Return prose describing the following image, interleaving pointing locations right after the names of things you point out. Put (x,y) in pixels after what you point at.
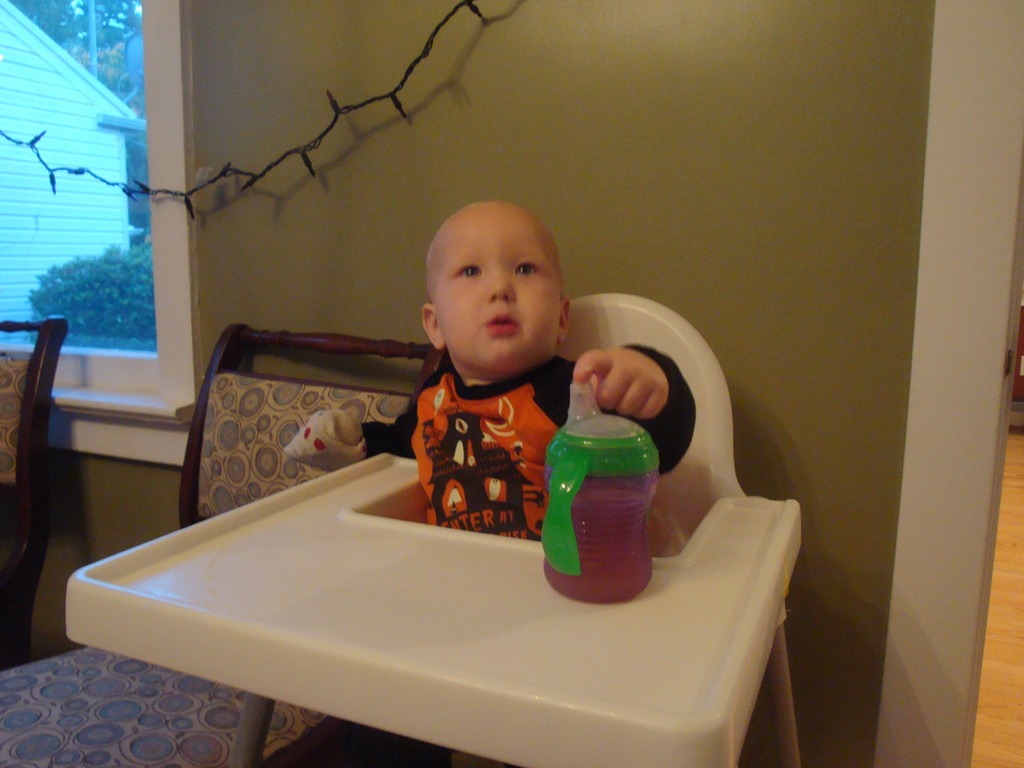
Baby (429,272) is sitting on a chair (672,695). In-front of this baby (467,322) there is a bottle (639,525). Outside of this window (96,282) we can able to see a plants (102,268) and house (36,215). Beside this baby (492,431) there are 2 chairs (186,450).
